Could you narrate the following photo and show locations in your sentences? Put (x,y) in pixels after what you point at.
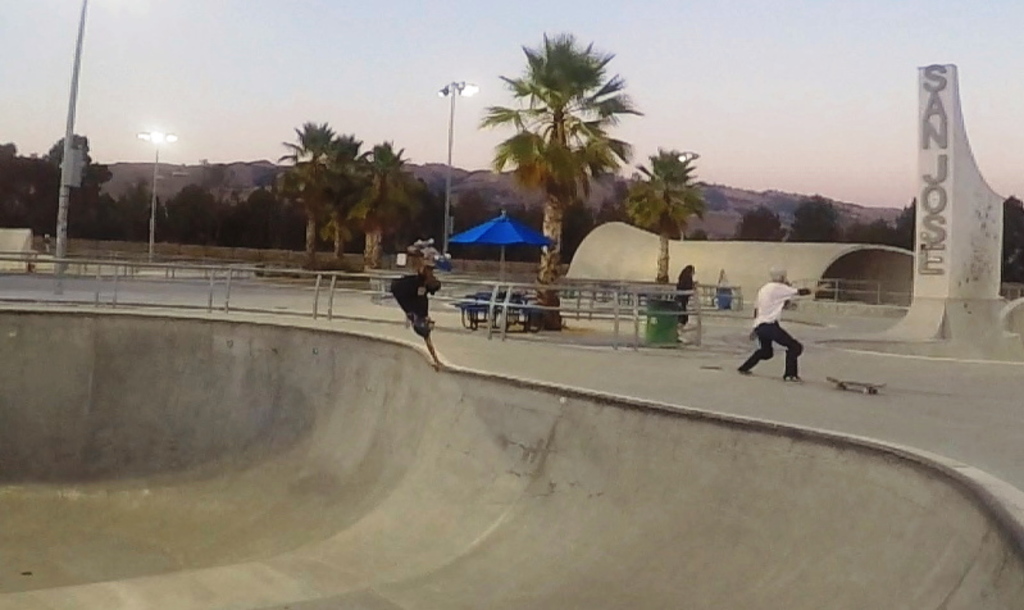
In this image we can see a shed (697,277) and an umbrella (513,233), there are trees (324,127), poles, lights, mountains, railings (315,289) and some other objects (527,310), also we can see a sign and people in the skatepark (251,287).
